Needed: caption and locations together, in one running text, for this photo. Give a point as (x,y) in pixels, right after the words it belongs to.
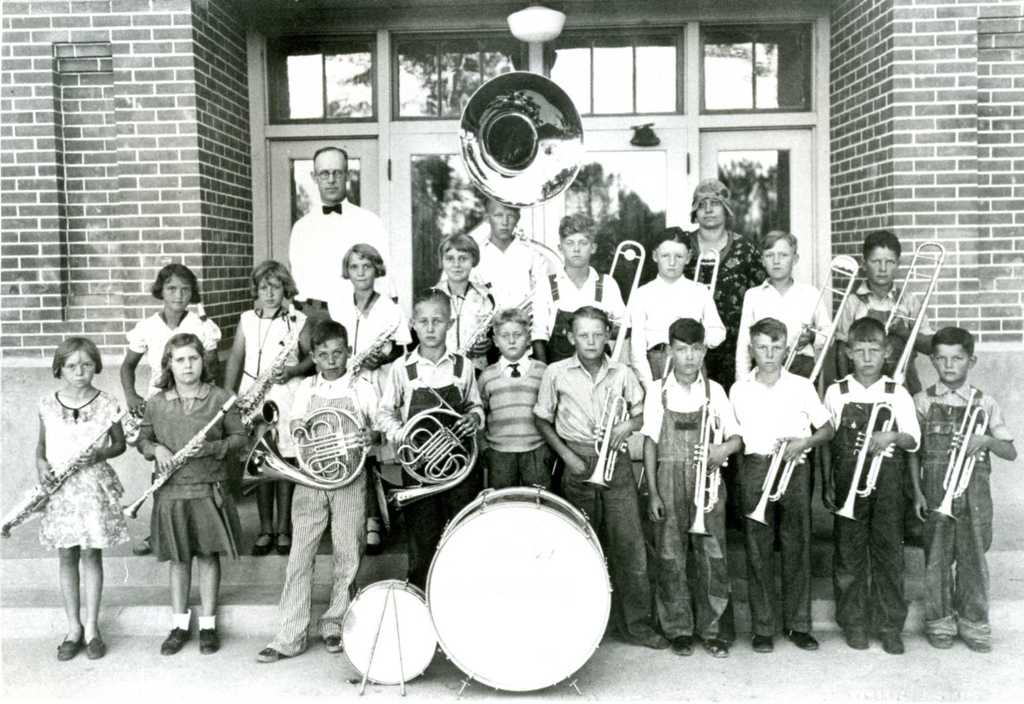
In the image few people (44,522) are standing and holding some musical instruments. Behind them there is a building (198,259).
